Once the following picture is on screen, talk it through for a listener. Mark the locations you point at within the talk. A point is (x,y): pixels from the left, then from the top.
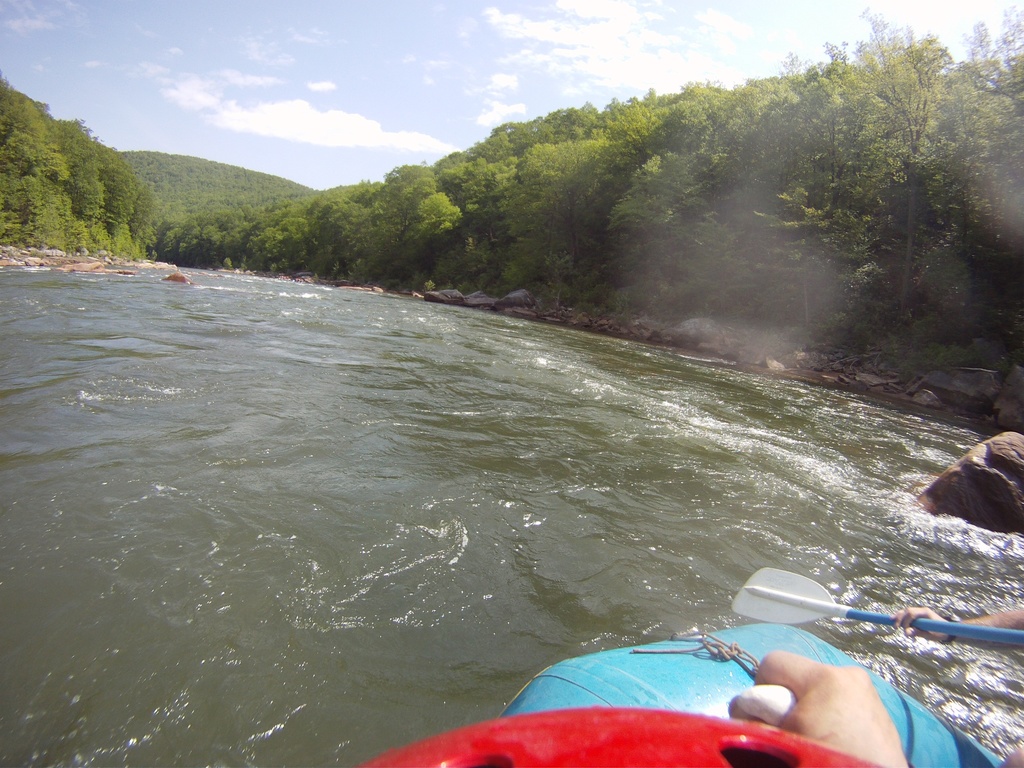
In this picture we can see an object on water (590,556), here we can see some stones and a person hand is holding a paddle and in the background (605,169) we can see trees (697,96), sky (776,64).
